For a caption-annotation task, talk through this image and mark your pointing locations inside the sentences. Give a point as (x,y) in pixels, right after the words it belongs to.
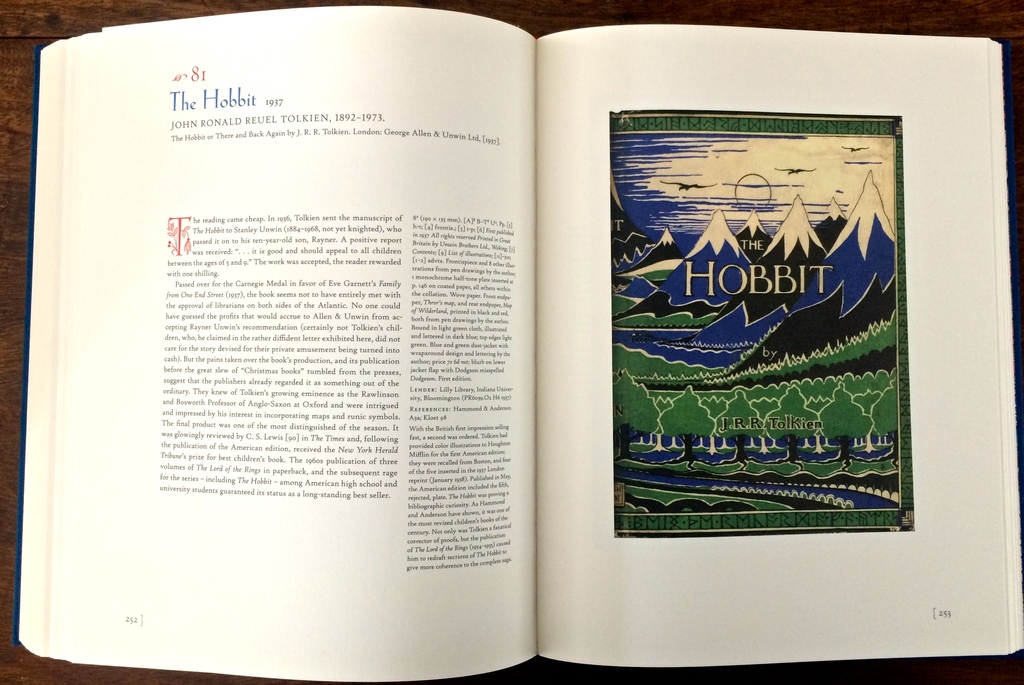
In this image we can see book (98,461) placed on the table (531,13).
